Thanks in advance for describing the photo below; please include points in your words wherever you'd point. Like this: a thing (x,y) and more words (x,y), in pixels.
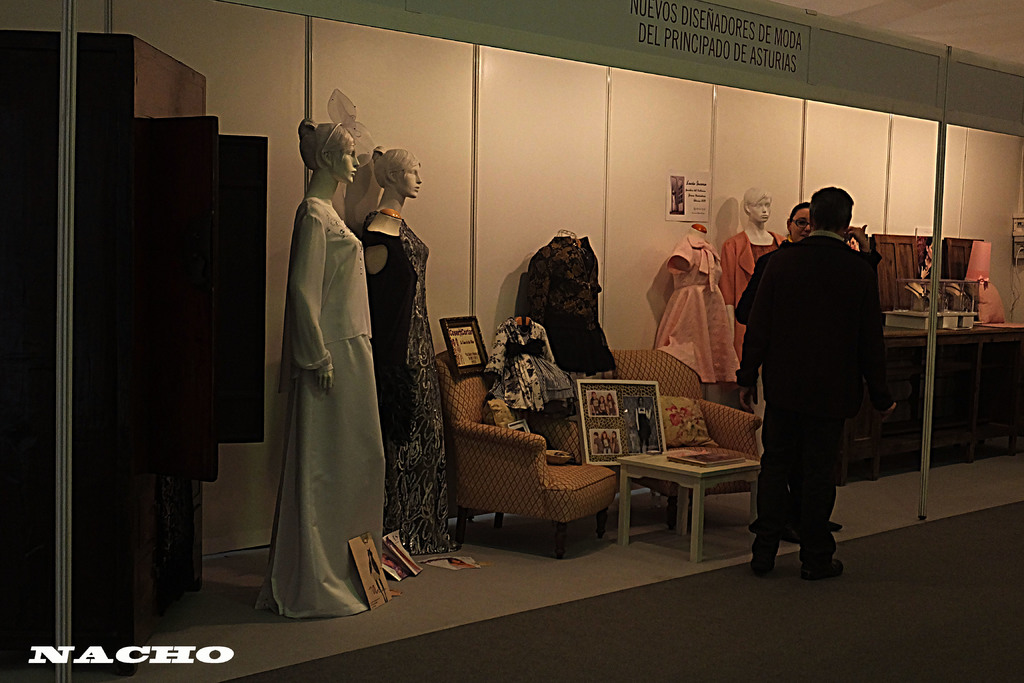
In this there are two persons (881,354) standing and there are dummies (409,258) and there are clothes (598,337), boards (583,428) and pillows (669,435) on the sofa (525,482) and there are objects (709,460) on the table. At the back (1003,304) there are objects (906,317) on the table (979,410). There are boards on the wall (499,173). On the left side of the image (103,617) there is a cupboard (23,567). At the bottom left (180,664) there is a text (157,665).
